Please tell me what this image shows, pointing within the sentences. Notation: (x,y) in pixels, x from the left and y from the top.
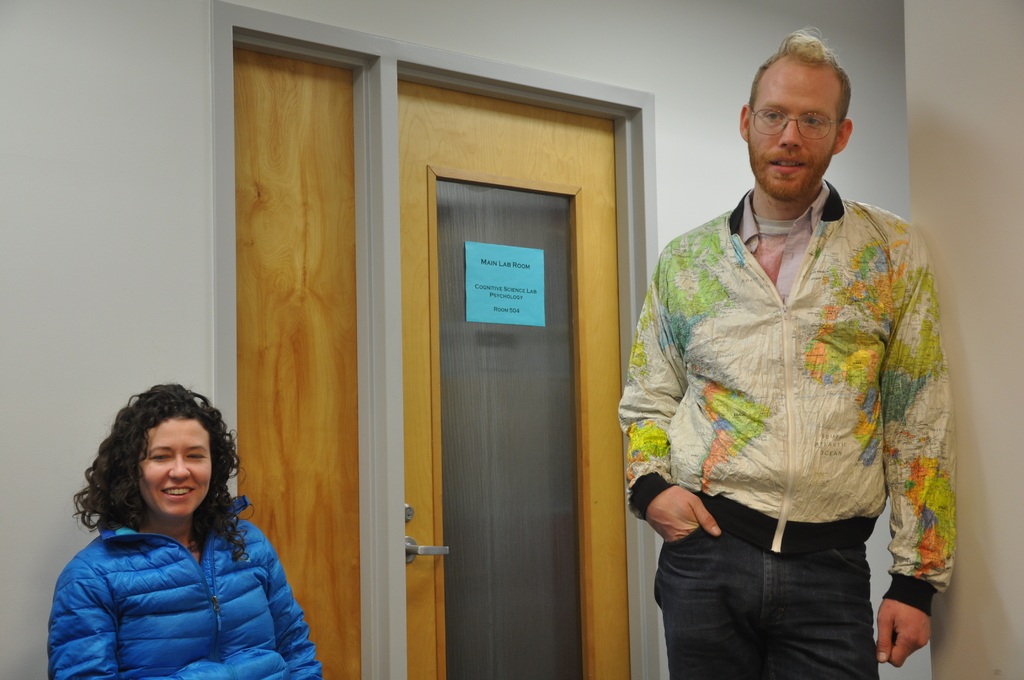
In the image we can see the man (725,492) standing and the woman (140,567) is sitting, they are wearing clothes (819,408) and the man (837,330) is wearing spectacles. Here we can see the door (425,510), on the door (454,411) there is a poster (486,315) and text (498,311) on the poster (486,293). Here we can see the wall (96,221).
